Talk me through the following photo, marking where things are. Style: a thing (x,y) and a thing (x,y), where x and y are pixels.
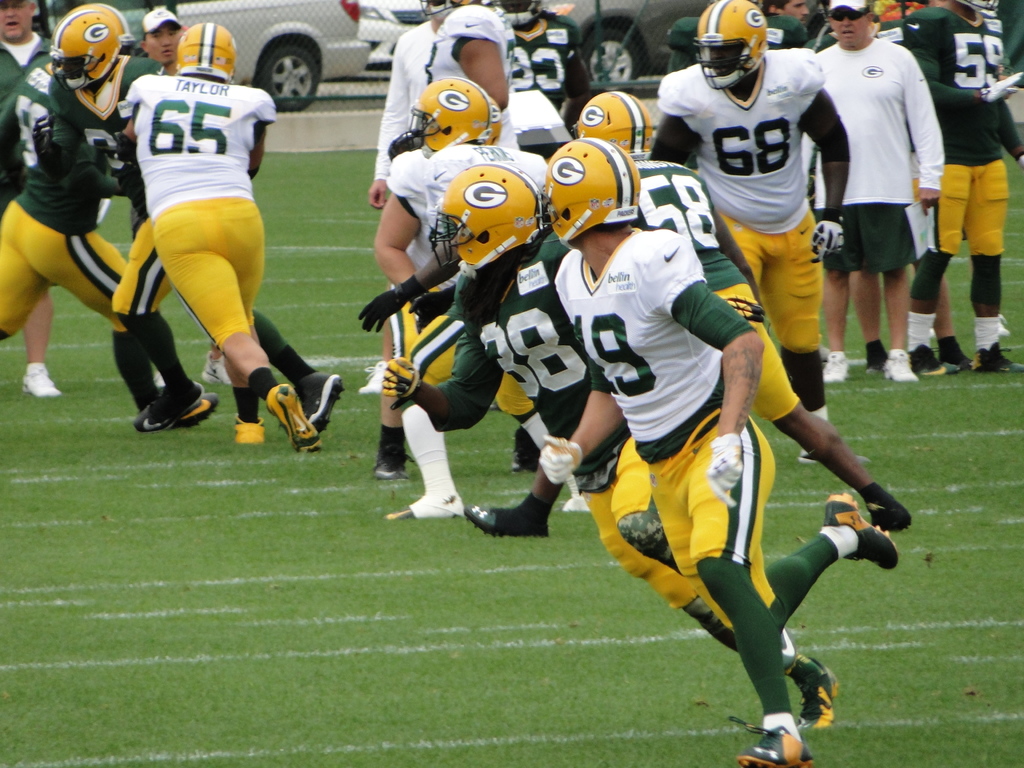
As we can see in the image there are group of people (487,108) playing over here, grass (1022,593), fence (374,86) and in the background (370,62) there are cars (300,28).
